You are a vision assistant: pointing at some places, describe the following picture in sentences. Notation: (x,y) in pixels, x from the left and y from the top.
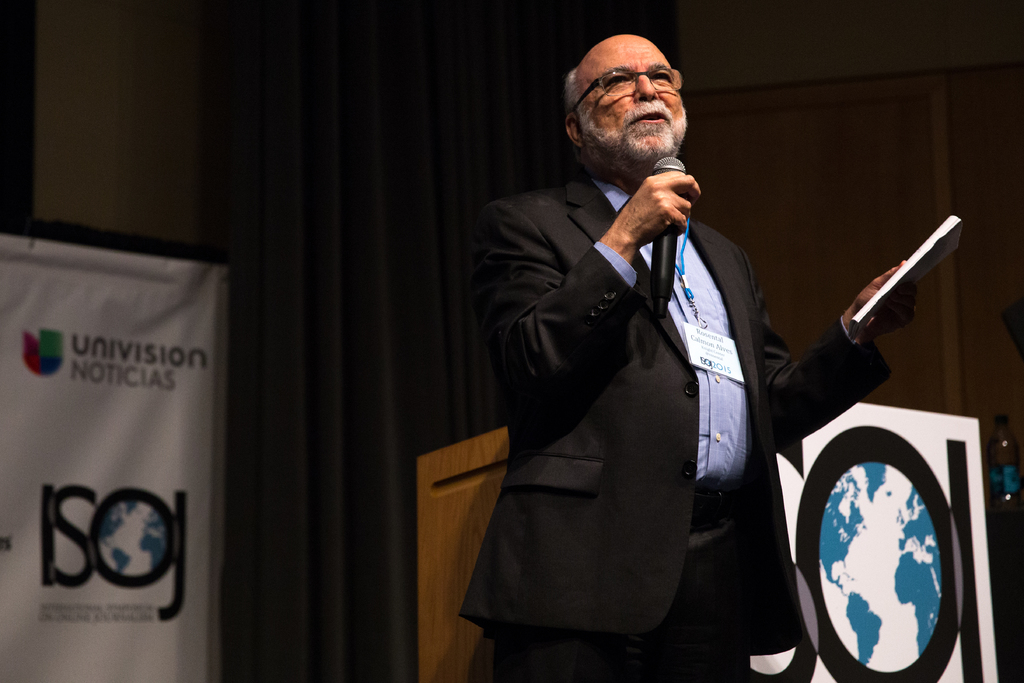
In this picture we can see a man (682,120) who is standing and talking on the mike (665,162). He hold a paper (881,293) with his hand (904,318). On the background (469,475) we can see a banner (223,429) and this is the podium (464,492).
